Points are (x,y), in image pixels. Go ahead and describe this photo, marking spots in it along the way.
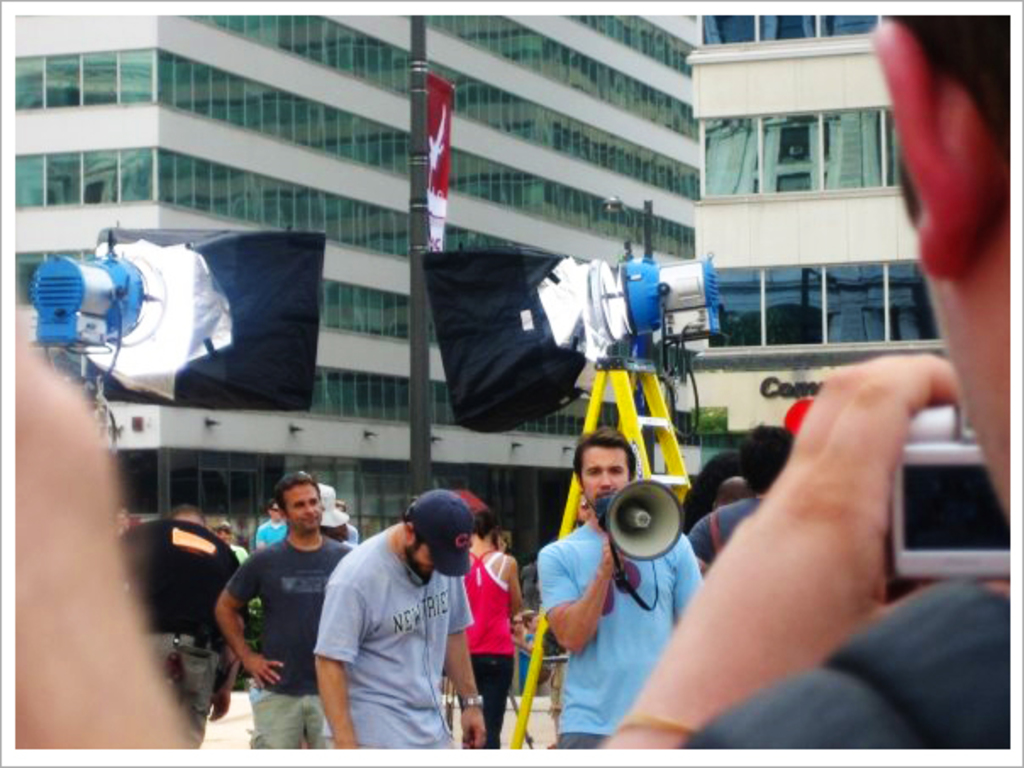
These are buildings (653,116). These persons (483,571) are standing. This person (604,621) is holding a speaker (620,539). These are stands (643,426).
